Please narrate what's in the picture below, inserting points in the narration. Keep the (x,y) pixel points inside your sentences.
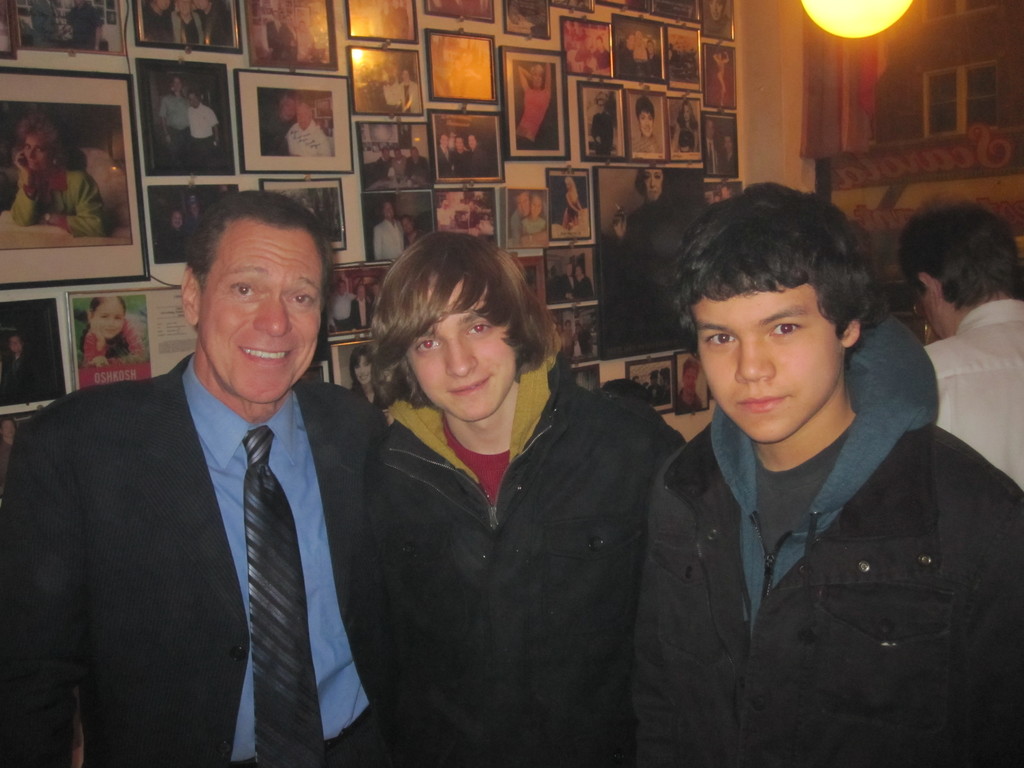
In this picture, we can see a group of people (501,597) standing on the floor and behind the people (529,511) there is a wall (785,63) with photo frames (645,122).
